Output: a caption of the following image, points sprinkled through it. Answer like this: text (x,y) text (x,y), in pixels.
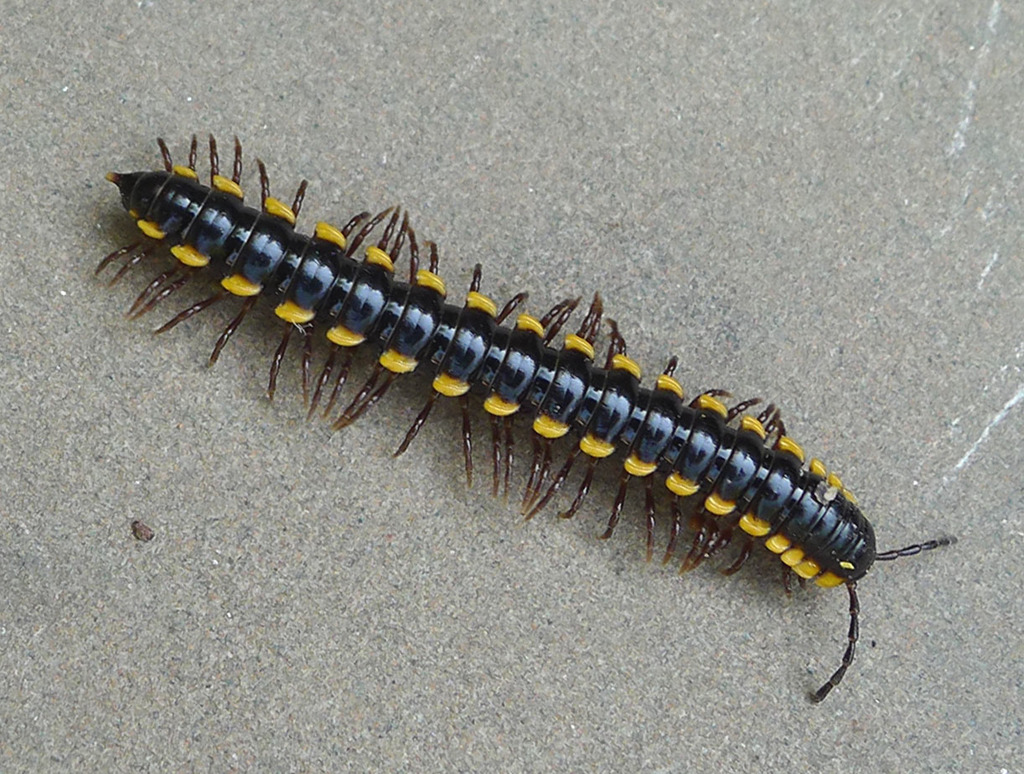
In this picture I can see a millipedes (649,485) and looks like a wall (40,154) in the background (45,416).
